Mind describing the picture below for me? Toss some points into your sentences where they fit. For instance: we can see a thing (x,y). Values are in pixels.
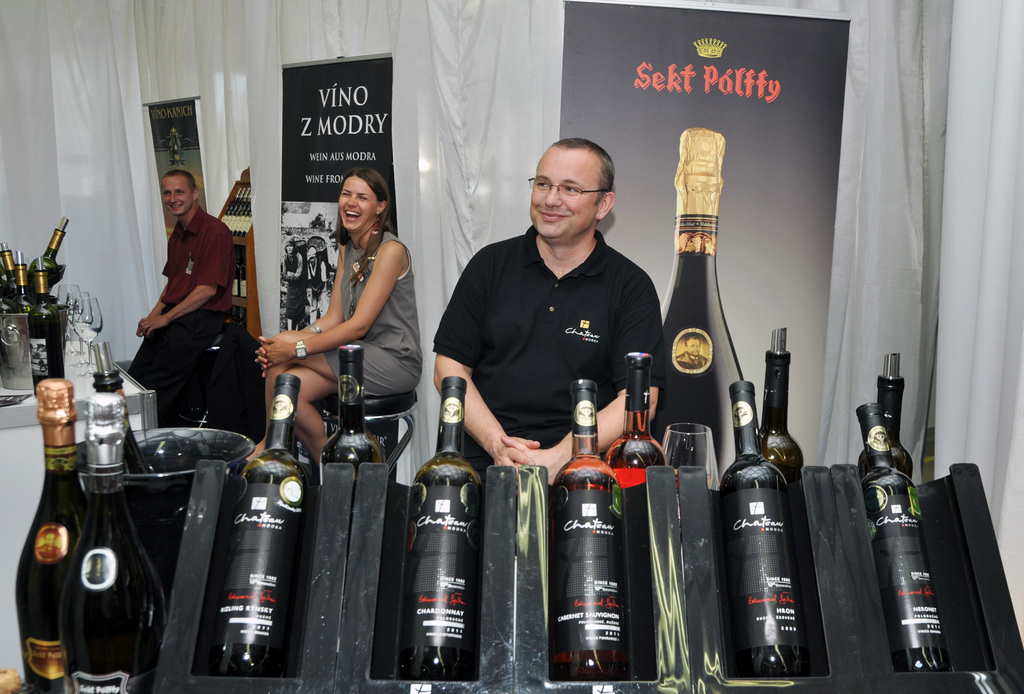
This picture shows few wine bottles (557,484) and three people (191,240) are seated on the chair (394,390), in the background (466,79) we can see curtains (491,95) and hoarding (746,176).
